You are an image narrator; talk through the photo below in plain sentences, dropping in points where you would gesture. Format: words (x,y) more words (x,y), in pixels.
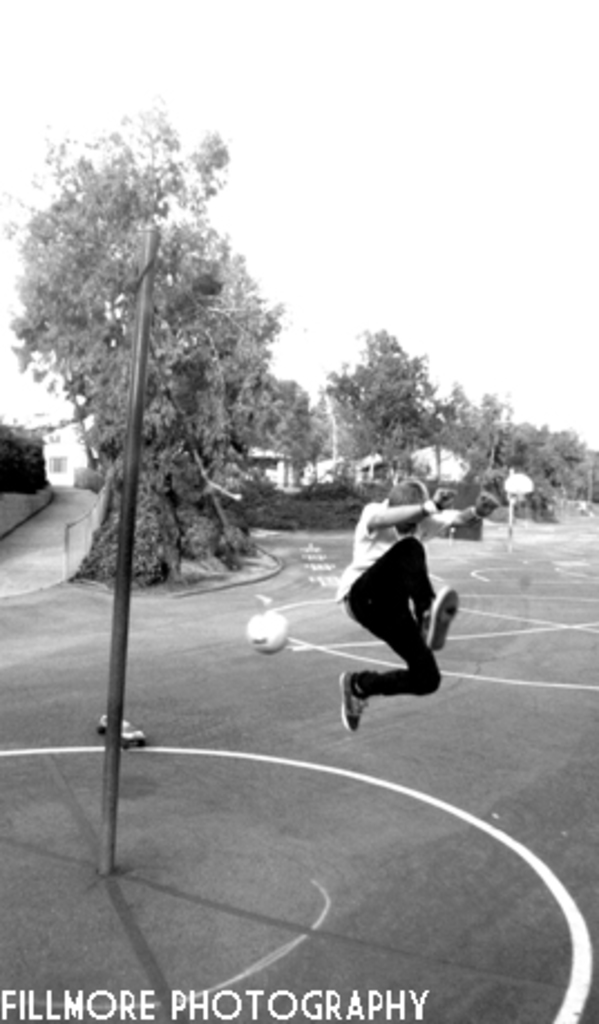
In this image in the front (138,317) there is a pole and there is a person (418,587) jumping in the air (410,254). In the air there is a ball (274,631). In the background (256,447) there are trees (227,428) and there are buildings (449,461).
